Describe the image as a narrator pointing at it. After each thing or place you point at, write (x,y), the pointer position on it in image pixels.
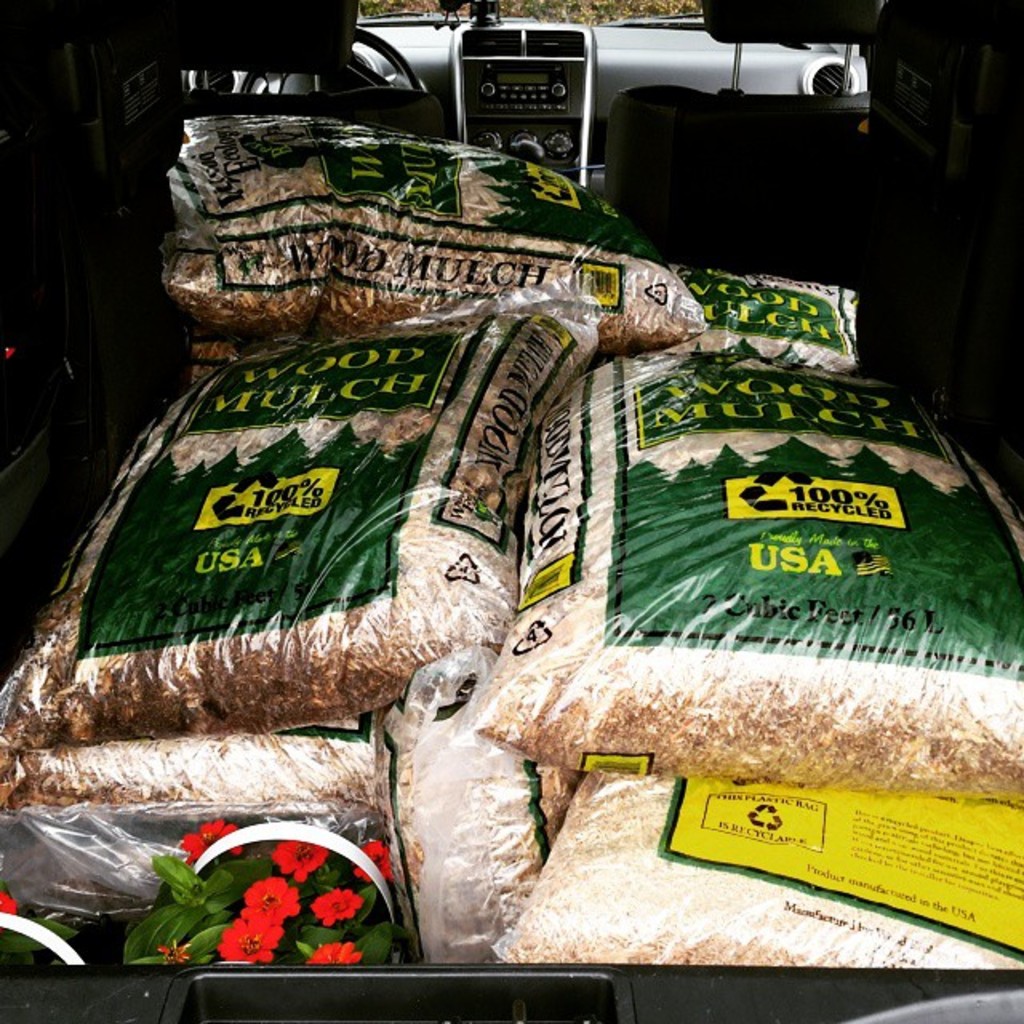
In this image there are bags (674,762), flower pots (361,854) in the vehicle (723,89).
